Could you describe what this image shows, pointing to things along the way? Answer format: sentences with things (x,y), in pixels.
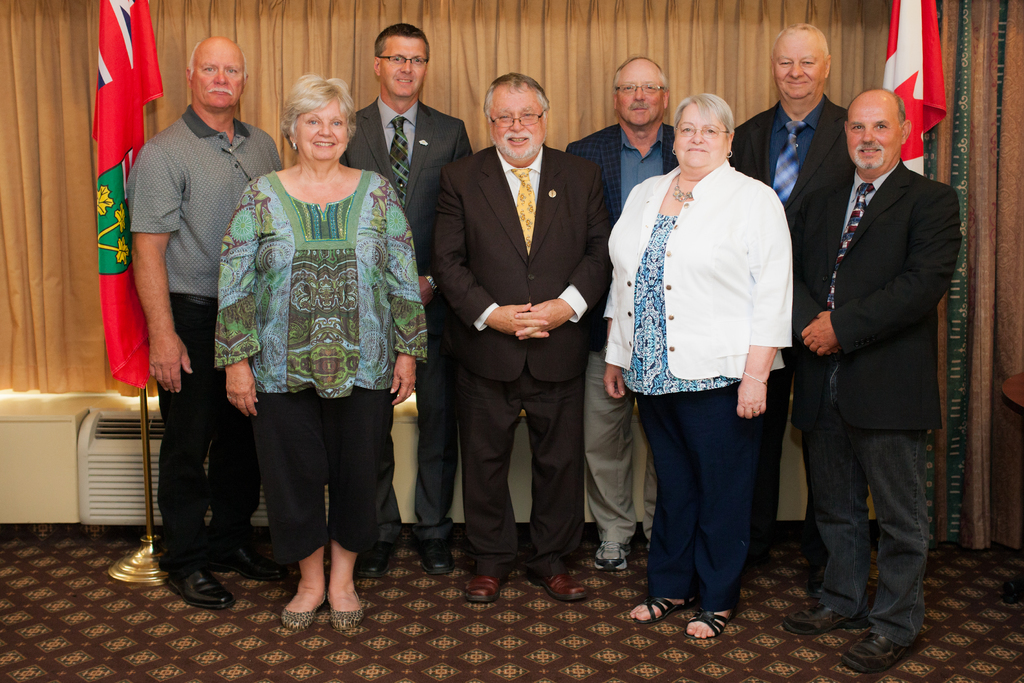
In this image there are some people (595,265) who are standing and smiling, and in the background (932,111) there are some flags (932,111) and curtains (61,159) also there are some objects (104,461). At the bottom (113,636) there is floor (521,643).
